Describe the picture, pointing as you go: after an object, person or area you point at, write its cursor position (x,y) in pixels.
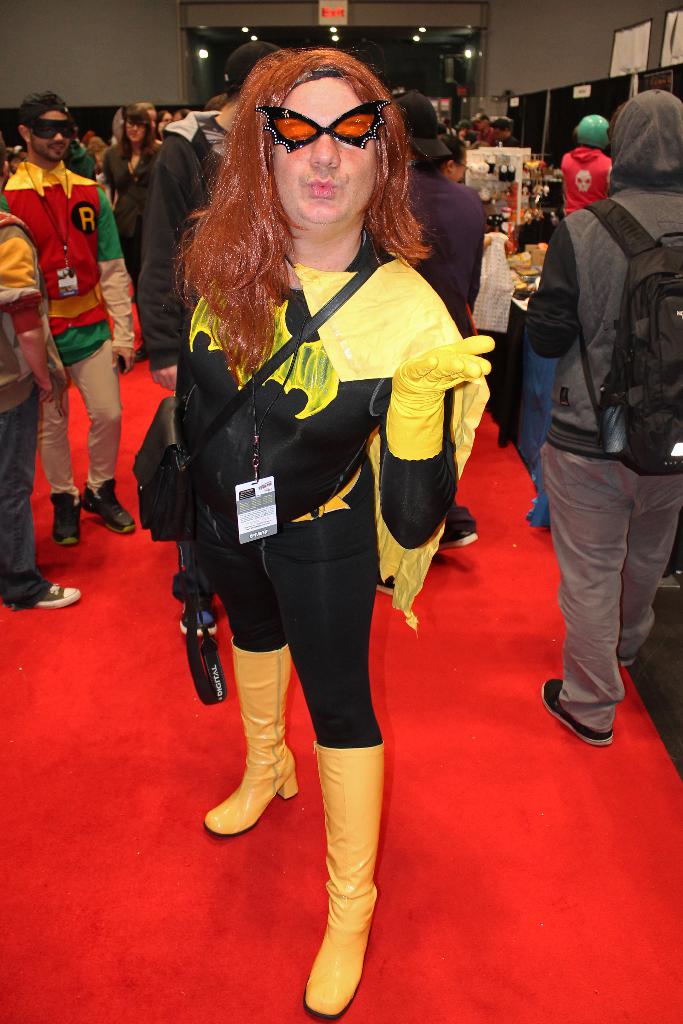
There is a person (259,430) in a black and yellow costume (308,504) is wearing gloves (433,365), boots (381,791), bag (159,433), tag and a butterfly shaped eye mask (319,128). In the back (184,160) there are many people (441,267). There is a red carpet (402,794). Also in the background (334,15) there is an exit board (333,10) and a wall (316,18).
